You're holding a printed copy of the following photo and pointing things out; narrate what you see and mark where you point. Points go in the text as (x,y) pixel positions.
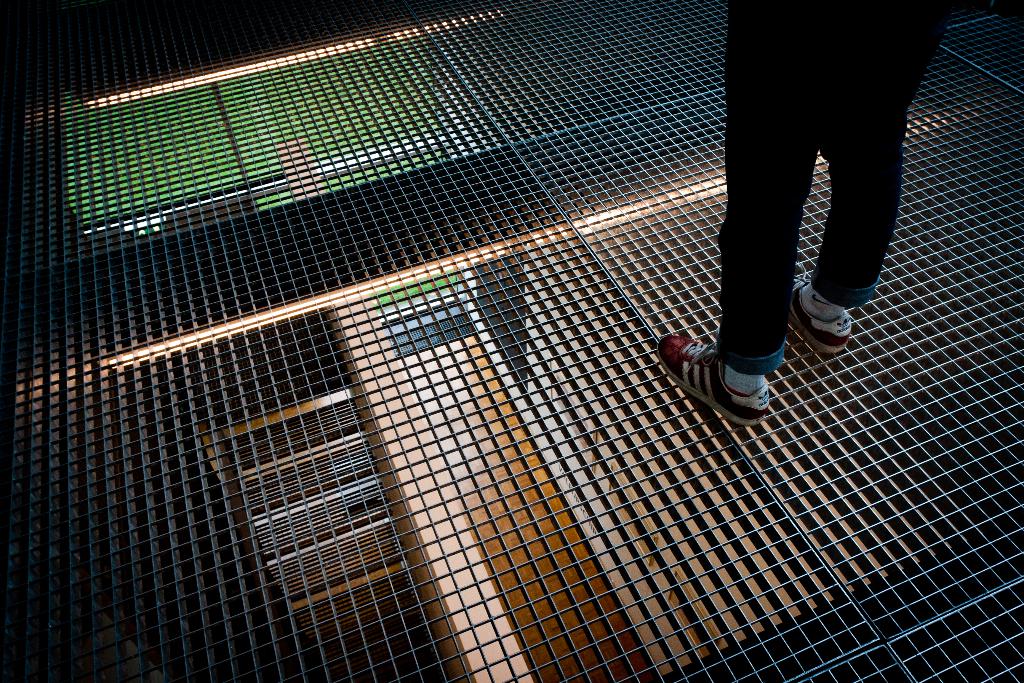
In this image we can see a person (732,203) standing on the mesh (318,317).
